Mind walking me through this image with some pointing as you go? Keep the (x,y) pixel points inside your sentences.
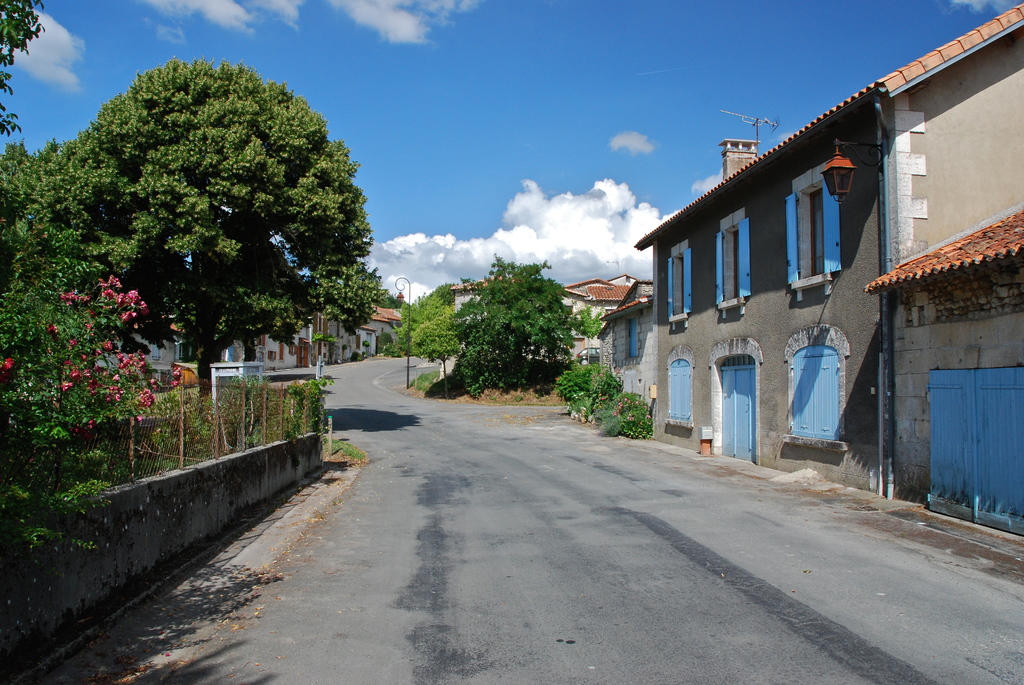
In this image we can see some buildings (455,292) with windows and roof (572,293), a pathway (424,412), some plants (63,416), flowers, poles (407,354), a group of trees (438,350), a metal fence (134,466) and the sky (497,202) which looks cloudy.
